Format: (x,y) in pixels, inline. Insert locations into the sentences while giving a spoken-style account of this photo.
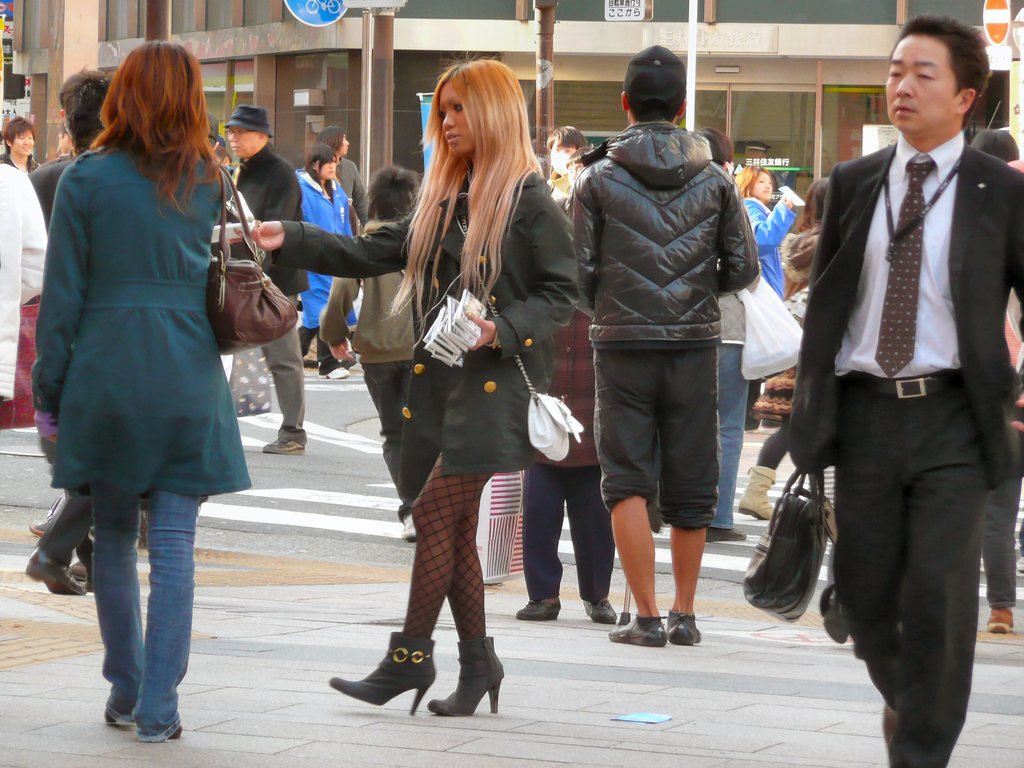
In this picture we can see a group of people (459,568) on the ground (253,576) and in the background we can see a building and some objects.
